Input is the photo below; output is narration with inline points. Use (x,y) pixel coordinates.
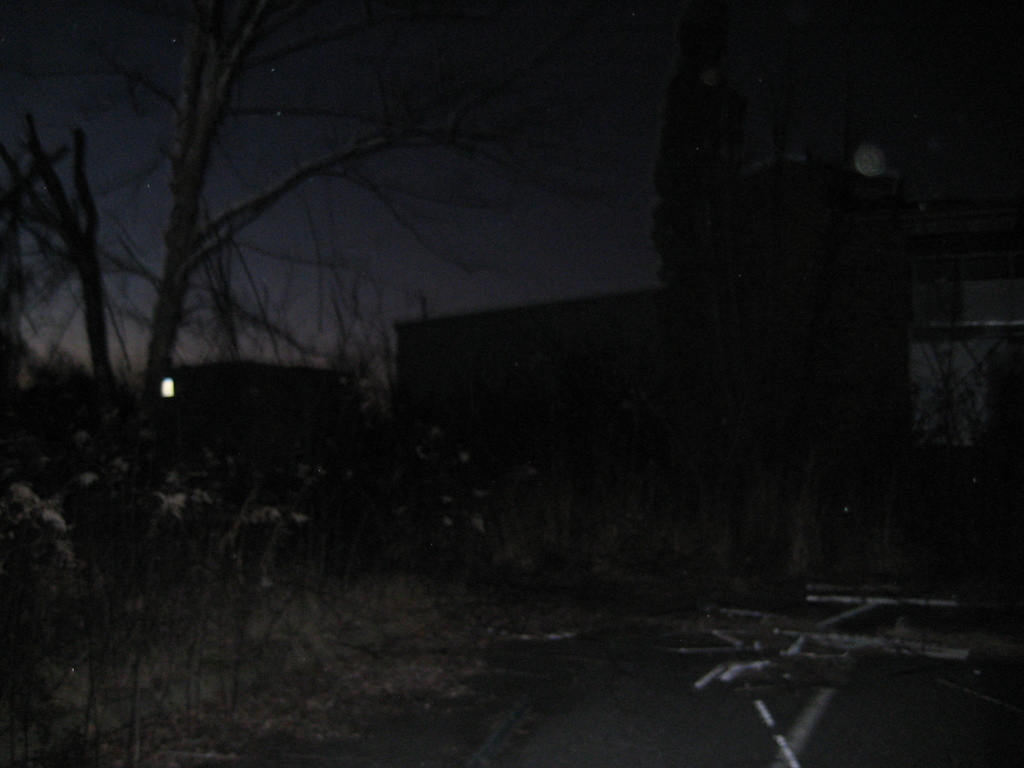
In the foreground of the picture (459,537) there are plants (486,572) and some wooden or iron objects (844,597). In the center of the pictures there are trees (707,341) and building (779,332). In the picture it is dark.
